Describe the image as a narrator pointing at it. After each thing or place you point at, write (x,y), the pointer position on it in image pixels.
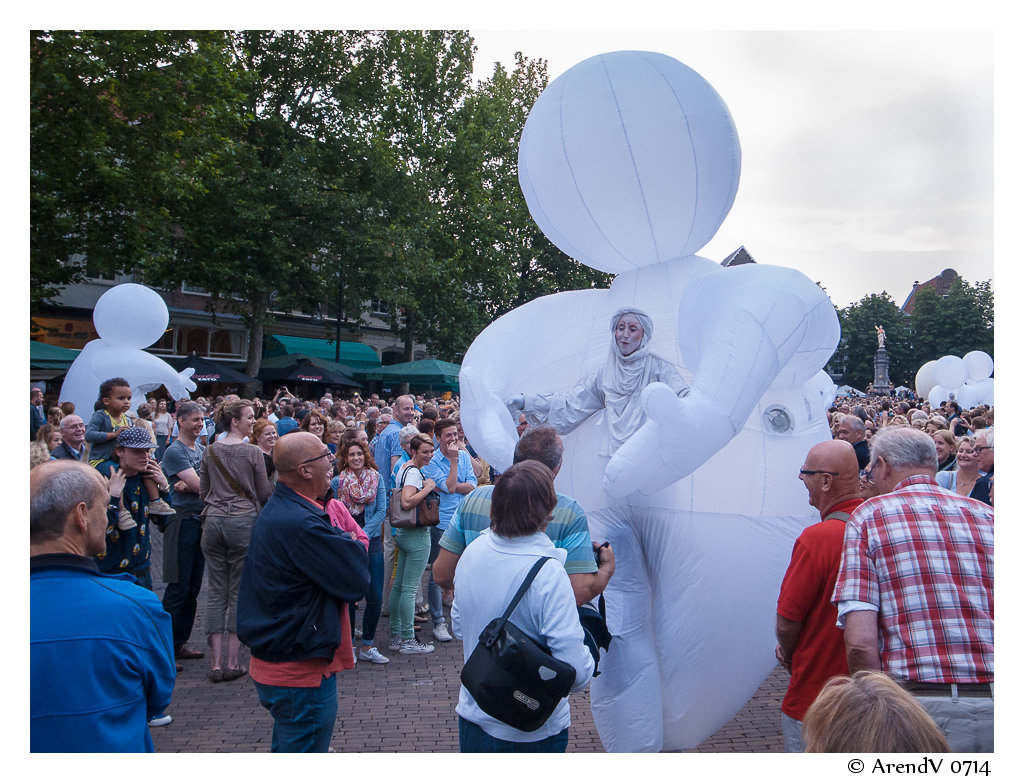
There are groups of people (380,540) standing. These are the inflatable balloons (728,355), which are white in color. I can see the trees (345,215). In the background (879,360), that looks like a sculpture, which is on the pillar (879,373). These are the buildings (211,326). I can see the canopy tents (294,380). This is the watermark (880,763) on the image.
